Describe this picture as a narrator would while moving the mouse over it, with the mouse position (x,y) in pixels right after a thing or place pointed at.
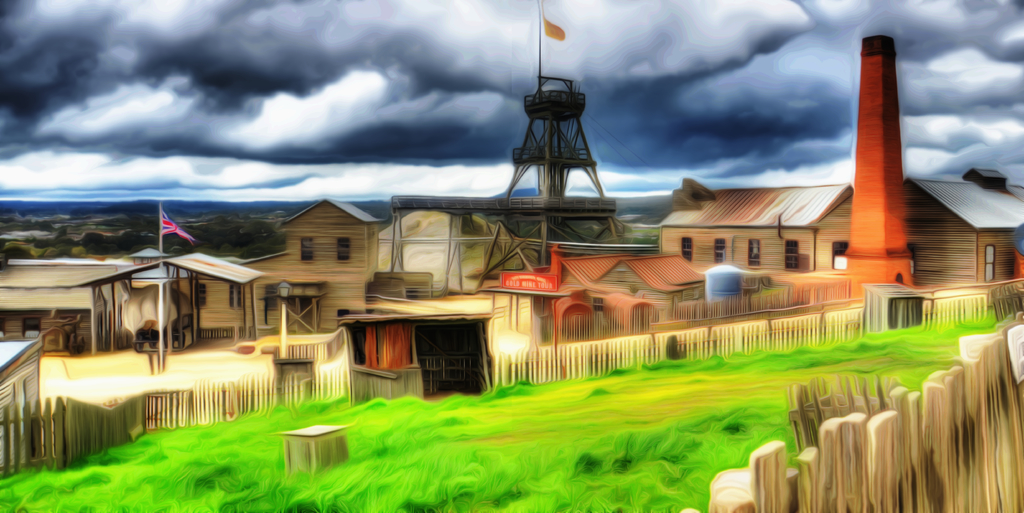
In this picture I can see the animated image. In the center (588,237) I can see the tower (589,218). At the top of the tower (562,111) there is a flag (556,34), beside that I can see the sheds (641,282), buildings (641,282) and fencing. In the background (218,203) I can see the farmland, mountains (176,202), trees (231,228) and plants (243,222). At the top (338,70) I can see the clouds (327,46) and sky (327,46).
